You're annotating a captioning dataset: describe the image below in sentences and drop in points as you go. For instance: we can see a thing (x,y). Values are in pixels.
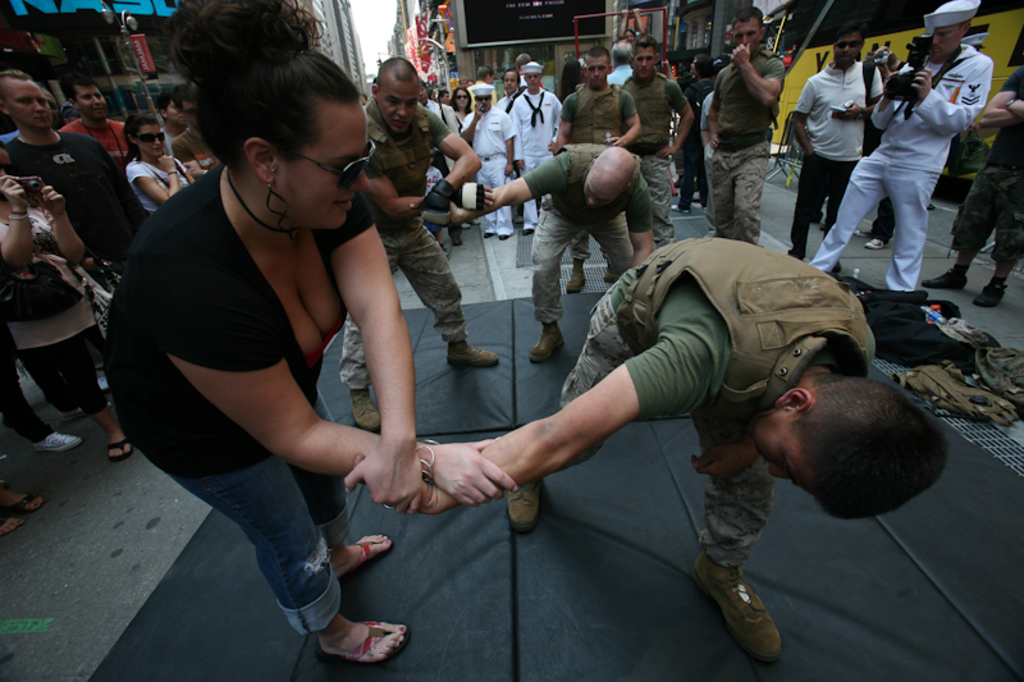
In this image we can see people (536,289) practicing self defence. In the background (55,247) there is crowd (738,104). The man (940,106) standing on the right (920,102) is holding a camera (911,87). At the bottom (497,641) there are bags (908,308) and mats (567,618). There are stores (594,38).
